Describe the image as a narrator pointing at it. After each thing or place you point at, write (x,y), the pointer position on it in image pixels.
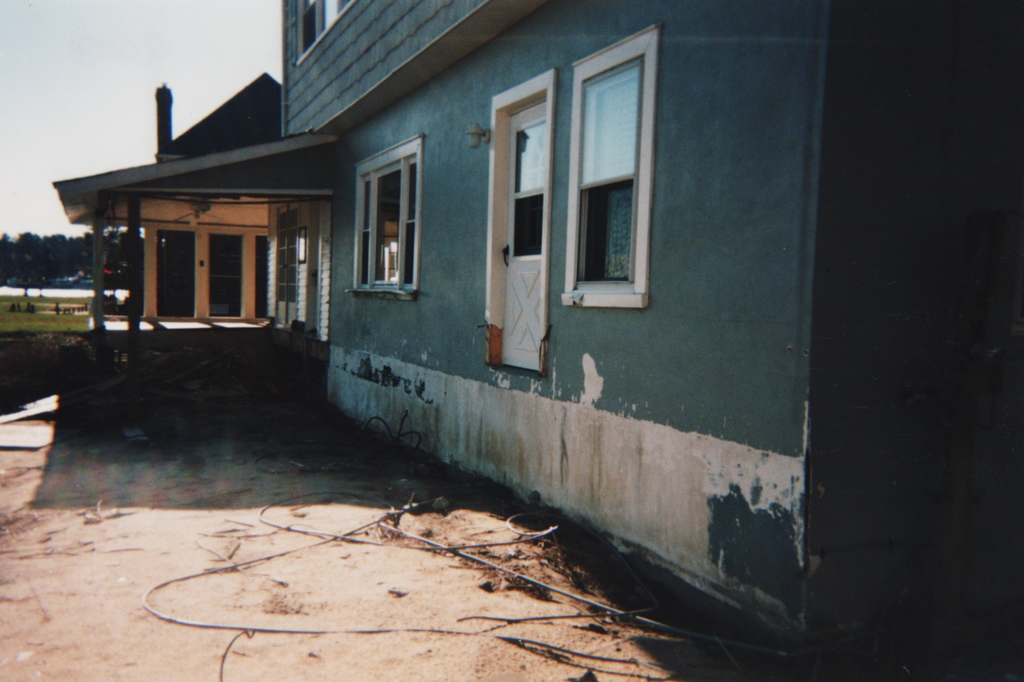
In this image there is a building (379,320). Left side (36,313) there is a grassland (17,315) having plants (26,304). There are trees (44,259) on the land (28,323). Left top there is sky (38,43).
